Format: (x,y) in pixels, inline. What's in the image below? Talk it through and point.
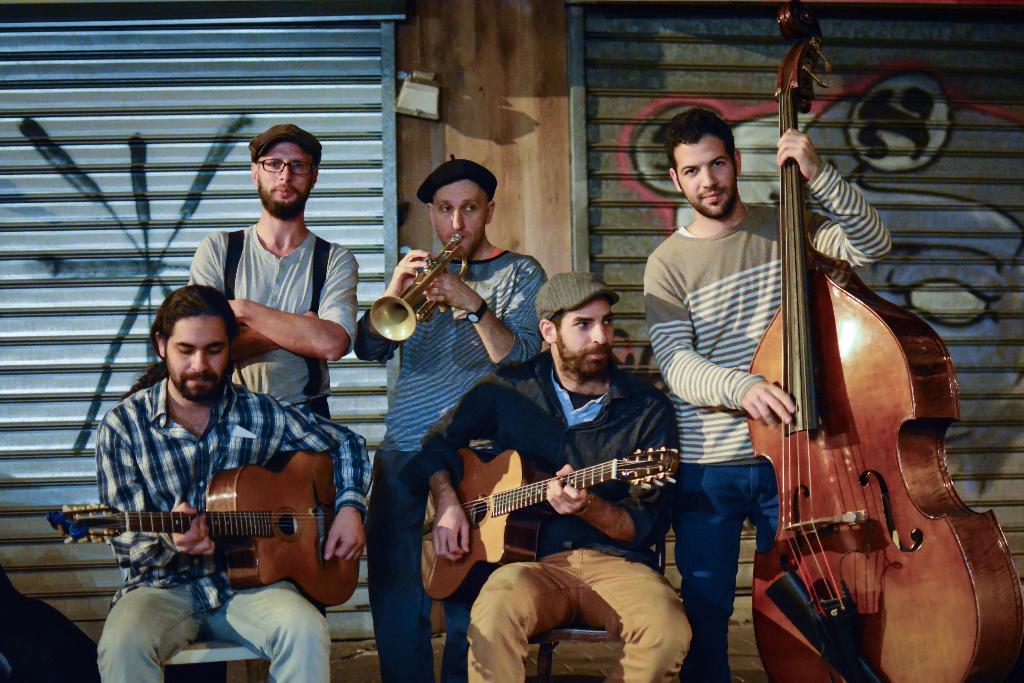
There are five people (509,398). On the right (749,345) end a person (767,394) is holding a double bass (778,429). Two persons (265,422) are sitting and holding guitar (487,498). In the center (563,436) a person (563,436) is sitting and having a cap (573,295) on his head (581,323). In the back (533,313) a person (512,316) wearing a striped shirt (436,345) is holding a trumpet (421,282). In the background (267,104) there are shutter (377,120).
